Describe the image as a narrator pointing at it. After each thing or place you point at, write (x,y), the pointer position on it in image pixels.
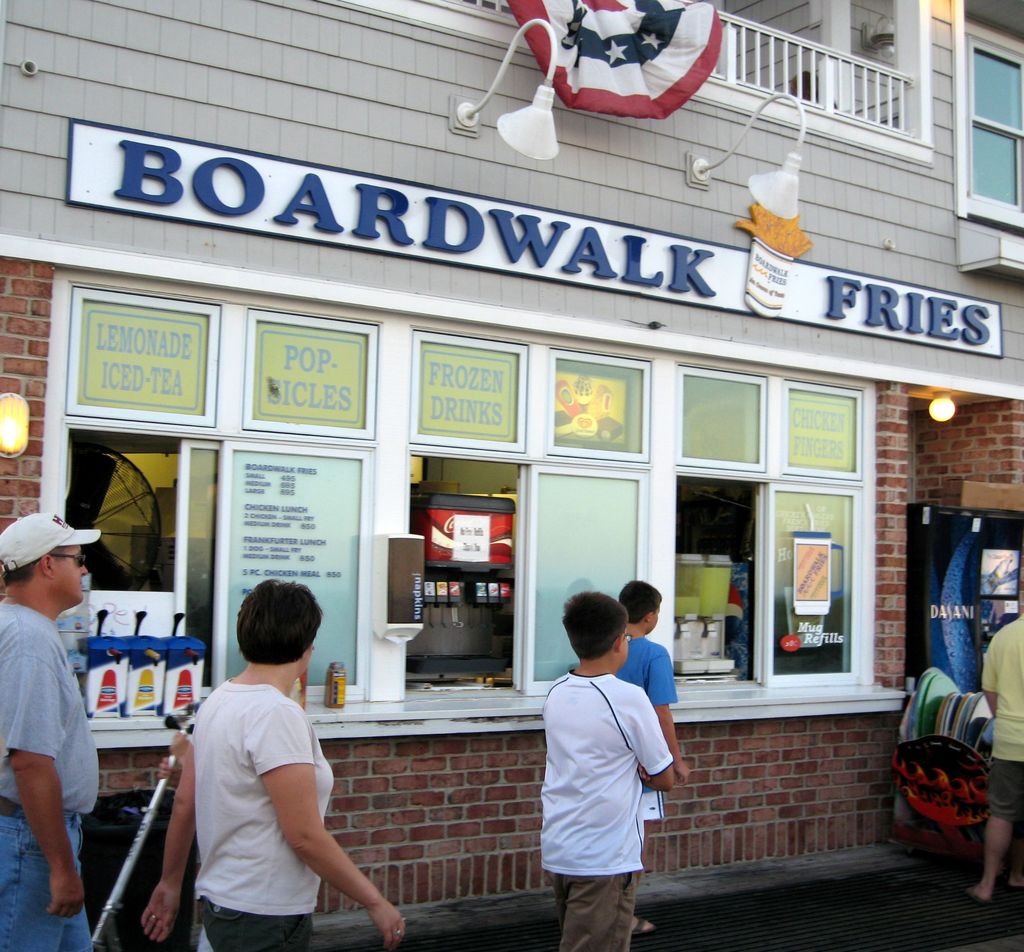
On the bottom left (42,824) there is a man (4,947) who is wearing goggles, cap (57,524), t-shirt (41,685) and jeans (27,890). Beside him there is a woman (258,734). On the bottom (628,824) there are two boys (632,736) was standing near to the windows (587,584). Here we can see a building (614,375). On the top (558,27) we can see lights (555,49) and cloth (613,6) which is hanging on the fencing (742,54). Here we can see fridge (1001,585). Through the window (793,525) we can see machines (468,590), box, juice maker (707,587) and other objects (123,566). Here we can see board (364,194) which representing the food stand name (546,247).
